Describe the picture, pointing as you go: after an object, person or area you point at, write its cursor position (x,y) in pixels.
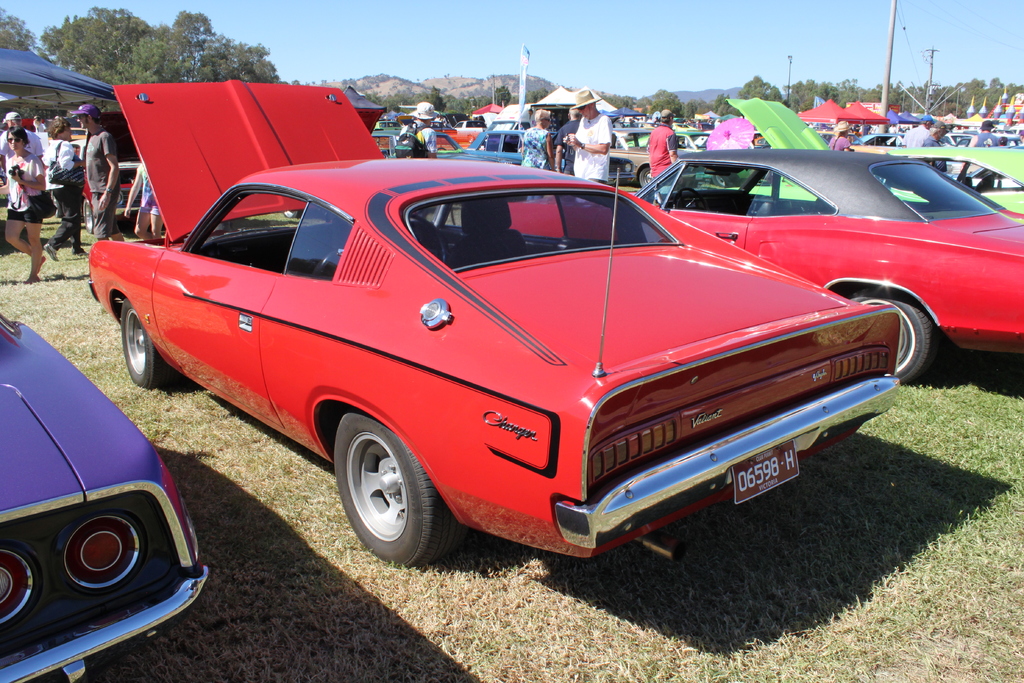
In this image there are cars (393,335) and we can see people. There are tents (1,90) and we can see poles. In the background (643,81) there are trees (127,21), hills (481,88) and sky (406,60). At the bottom (518,623) there is grass (713,551).
